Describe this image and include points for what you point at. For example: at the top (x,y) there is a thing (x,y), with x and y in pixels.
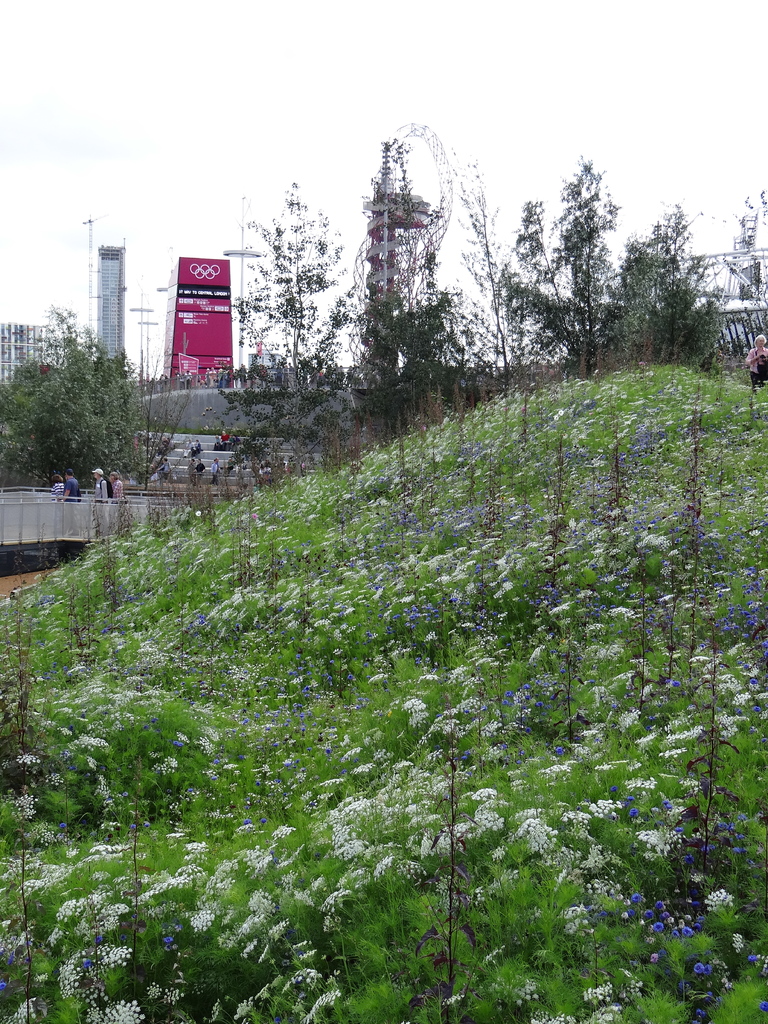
In this picture I can observe some plants (273,614) on the ground (348,584). In the background (269,406) there are trees (321,343) and sky (315,79).
